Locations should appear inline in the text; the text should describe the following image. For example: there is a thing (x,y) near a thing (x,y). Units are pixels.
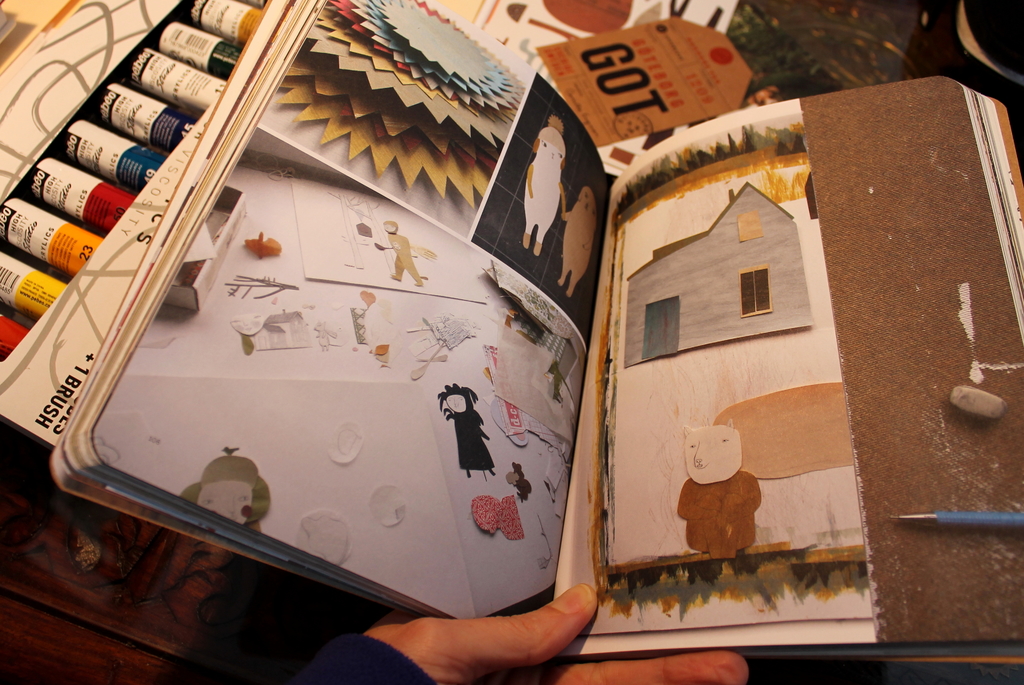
In this image we can see some person's hand (581,588) and that person (581,588) is holding the book (630,341). We can also see an eraser (991,406) and a book (891,539). In the background (147,191) we can see a box (91,306) with some paint tubes (96,163). We can also see a text card (693,61) and a paper (548,8).
